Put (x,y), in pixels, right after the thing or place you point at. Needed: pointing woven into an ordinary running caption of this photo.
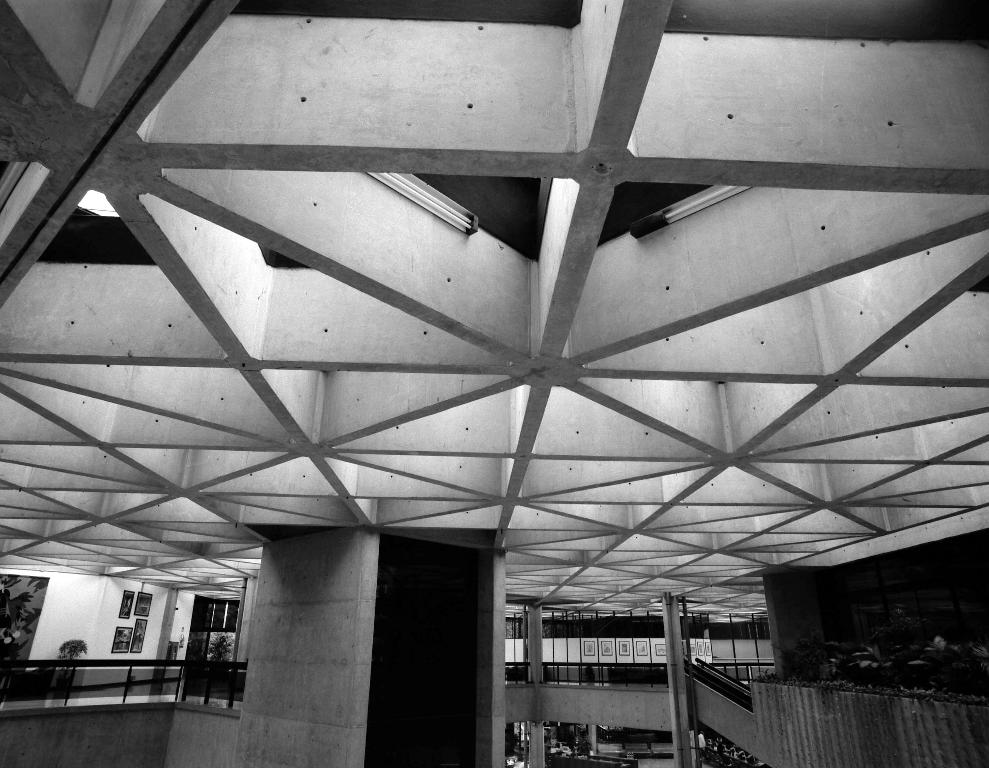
This image is taken inside the building (728,550). In this image there are stairs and we can see frames (144,630) on the wall (156,608). At the top (387,177) there are lights (400,182) and we can see railings (621,677).
